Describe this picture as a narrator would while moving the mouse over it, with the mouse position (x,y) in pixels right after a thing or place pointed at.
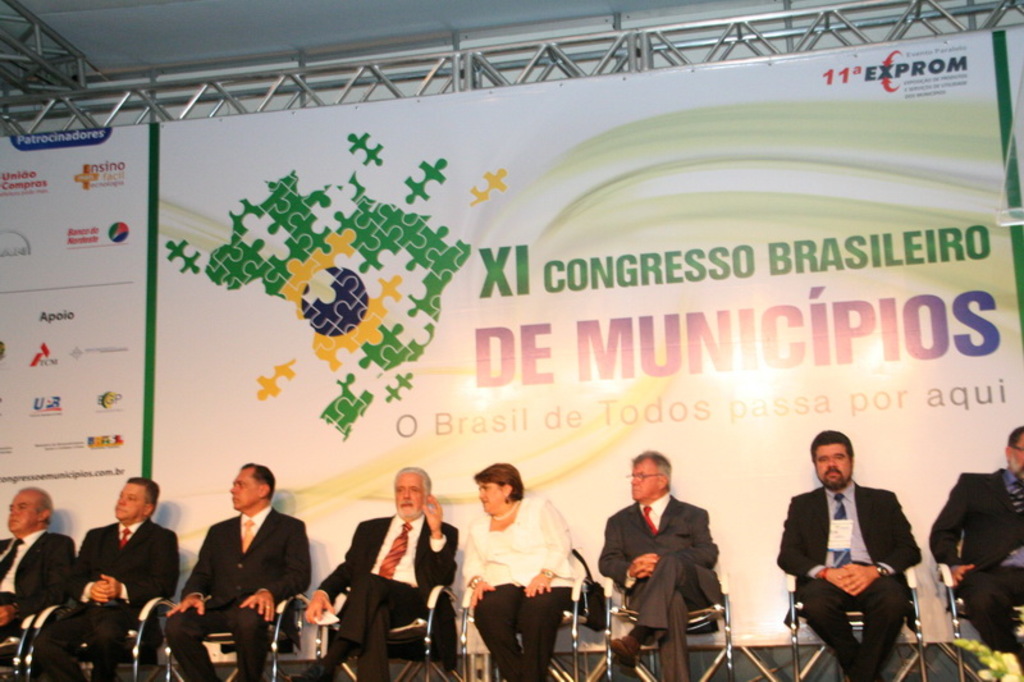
In this image I can see the group of people (560,535) sitting and wearing the blazers (208,590), ties (253,535) and shirts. I can see one person (494,560) with the black and white color dress (531,564). In the background (301,381) I can see the banner (369,326) and something is written on it.
